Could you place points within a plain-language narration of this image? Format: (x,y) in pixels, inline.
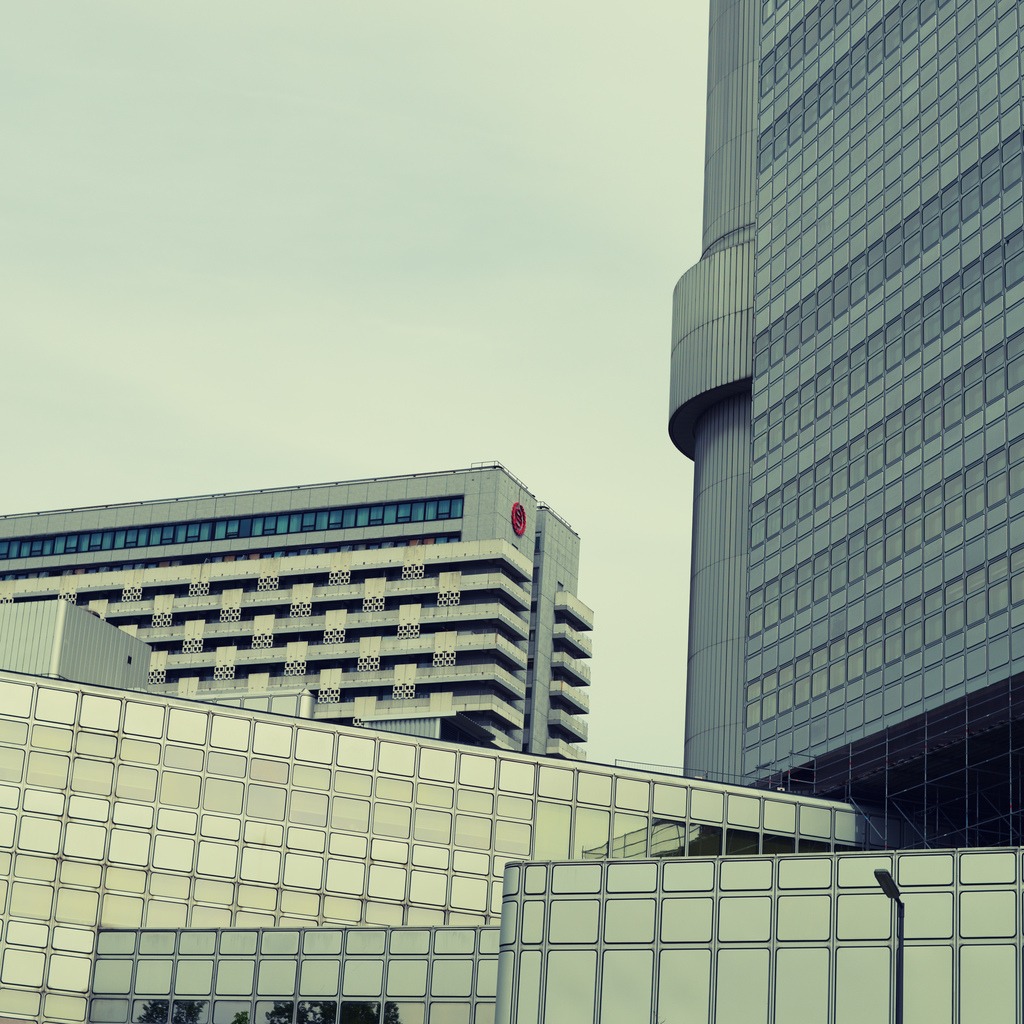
In this picture I can see buildings (297,996), a pole light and a cloudy sky (467,244).
